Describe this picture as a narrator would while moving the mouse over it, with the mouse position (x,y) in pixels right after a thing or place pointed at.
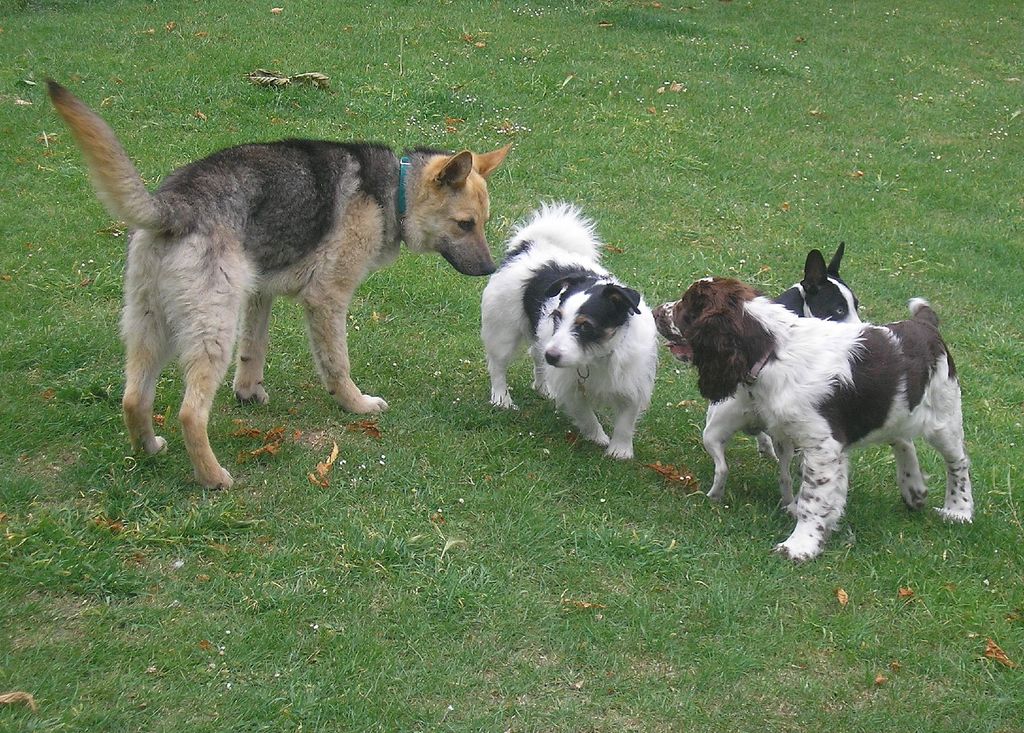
In this image we can see few dogs (829,409) on the ground (305,418) and also we can see the grass (304,421).
